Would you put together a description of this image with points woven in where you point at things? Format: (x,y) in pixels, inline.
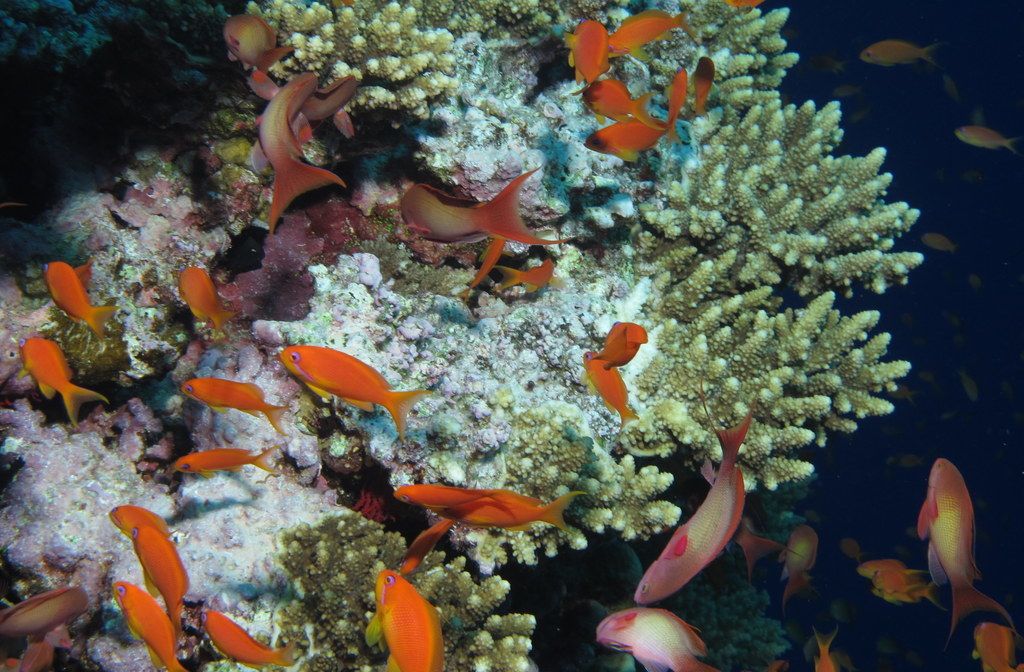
In the picture we can see deep in the water (964,420) with a water plant (877,261) and some fishes (688,671) which are orange in color.
